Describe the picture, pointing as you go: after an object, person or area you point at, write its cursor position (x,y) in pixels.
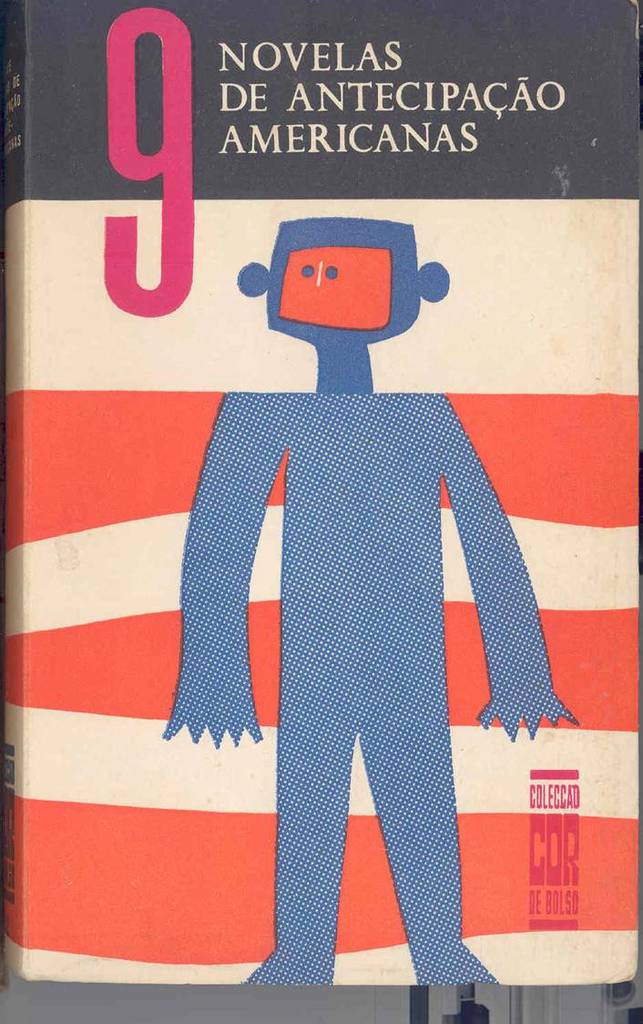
In this image there is a book (212,382). On the book cover (322,393) painting (322,489) of a cartoon (212,628) is there.
